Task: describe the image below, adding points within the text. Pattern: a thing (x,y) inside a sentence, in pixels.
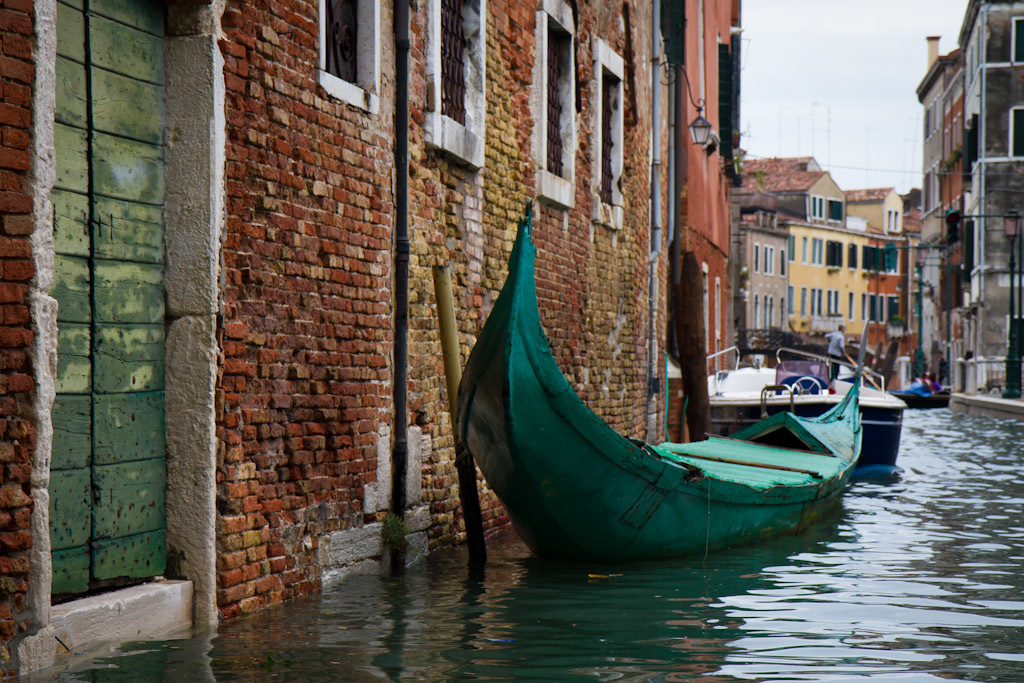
In the foreground of this image (829,504), there are boats (691,510) on the water (927,497). On the left (223,193), there are buildings (622,162) and a light (702,131). In the background (906,198), there are buildings (967,278) and the sky (829,106).
